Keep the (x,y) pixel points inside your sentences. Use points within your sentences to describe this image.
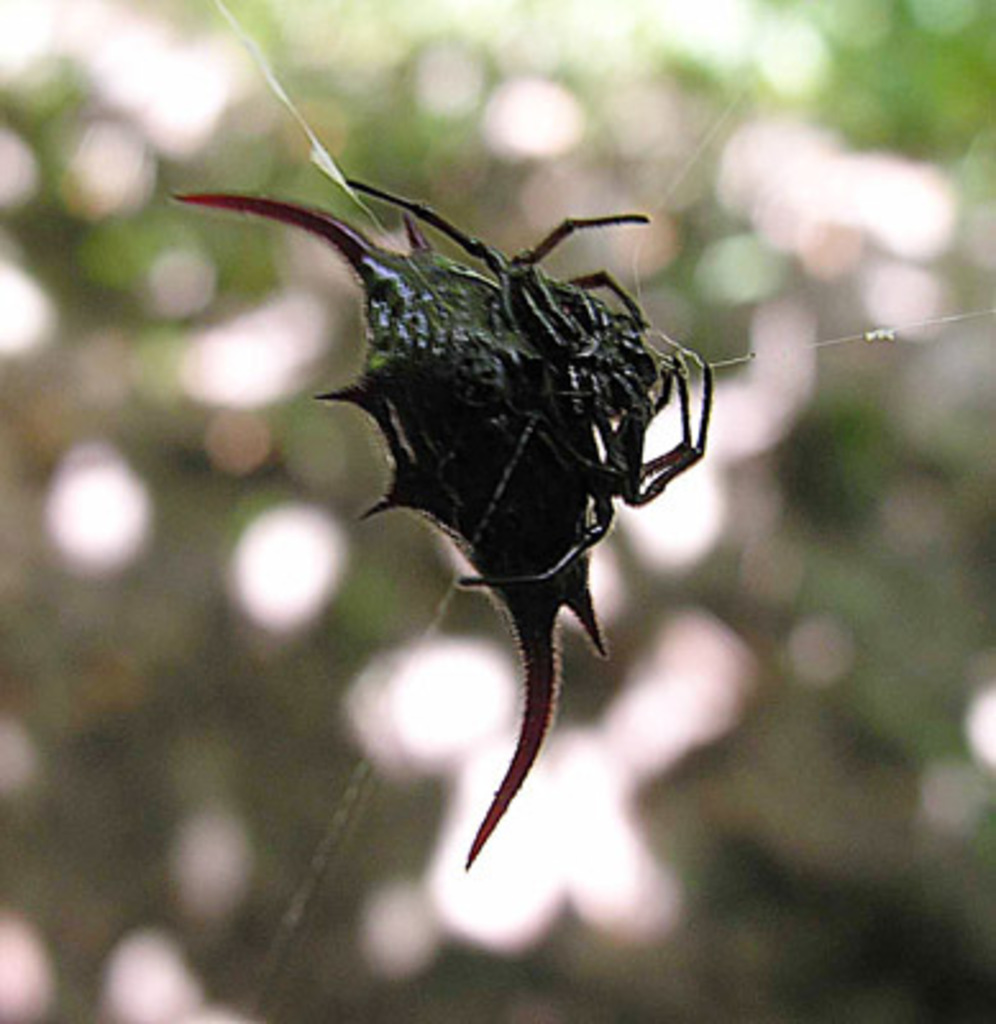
In this image I can see an insect (504,419) which is in black color and there is a blurred background (155,569).
